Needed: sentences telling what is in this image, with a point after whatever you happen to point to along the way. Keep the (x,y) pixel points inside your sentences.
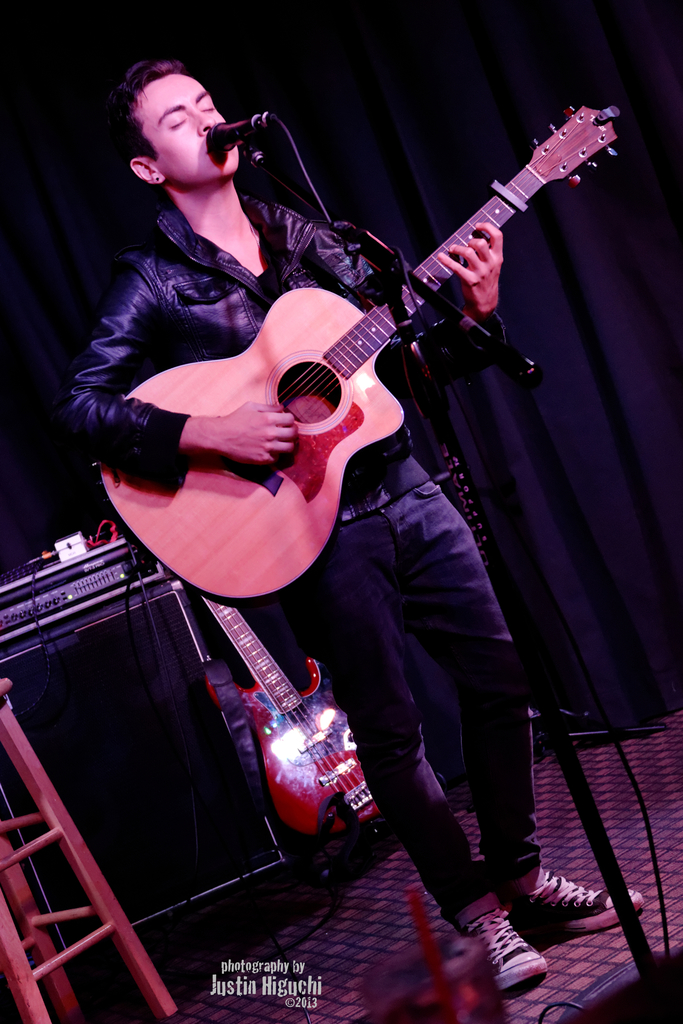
In this image there is a man (579,888) who is standing and singing a song in the microphone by playing a guitar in his hand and at the back ground (126,560) there is an amplifier (0,600) and a guitar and a stool (0,681).
